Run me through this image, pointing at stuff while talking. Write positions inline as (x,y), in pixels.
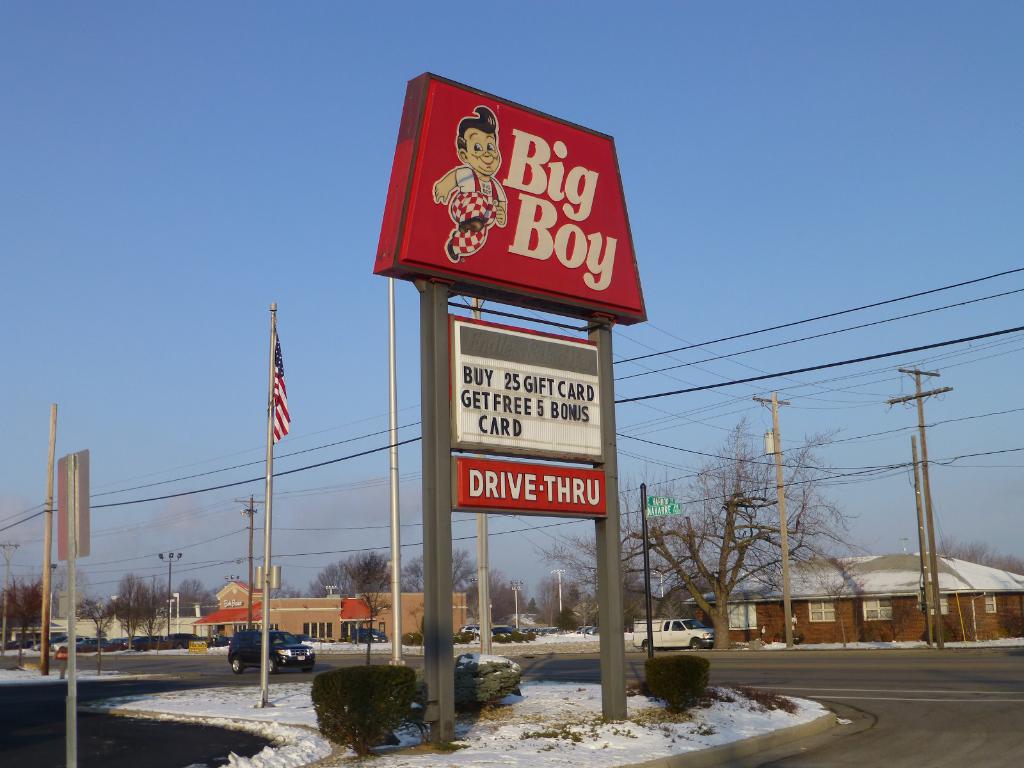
In the picture I can see boards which has something written on them, the snow (407,650), wires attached to poles (425,679), houses (349,637), trees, vehicles (291,646) on the road (731,654), a flag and some other objects (440,577). In the background (335,317) I can see the sky (323,357).
